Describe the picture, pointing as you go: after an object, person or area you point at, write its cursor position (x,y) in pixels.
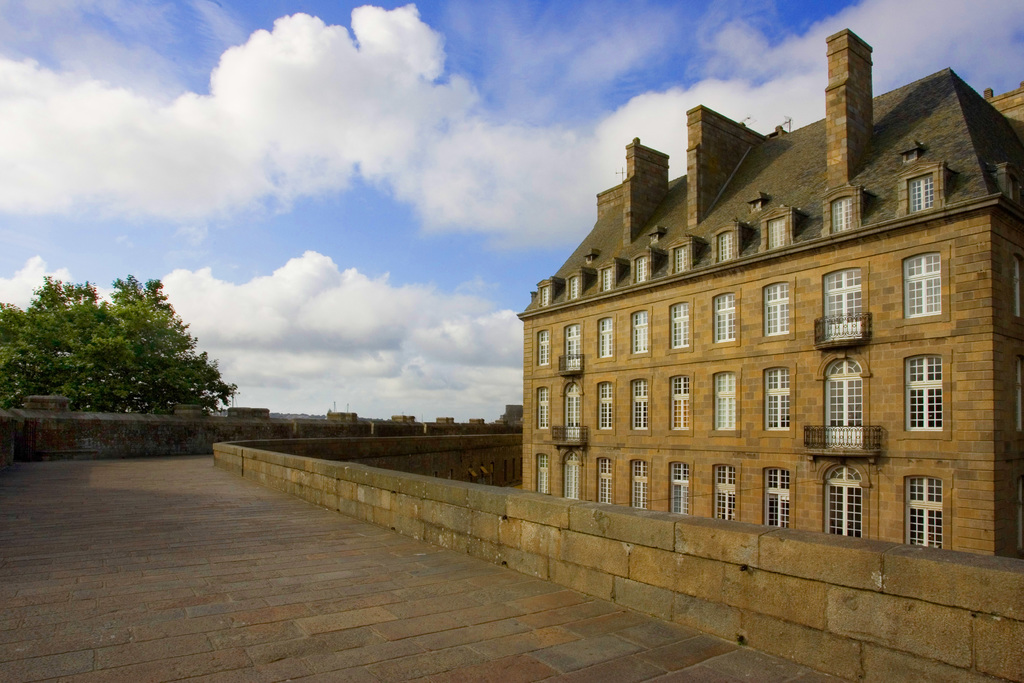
In this image we can see the building (741,271) with windows (842,404) and railing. And we can see the ground (263,515), wall (198,435), tree (136,372) and the cloudy sky (375,143).
